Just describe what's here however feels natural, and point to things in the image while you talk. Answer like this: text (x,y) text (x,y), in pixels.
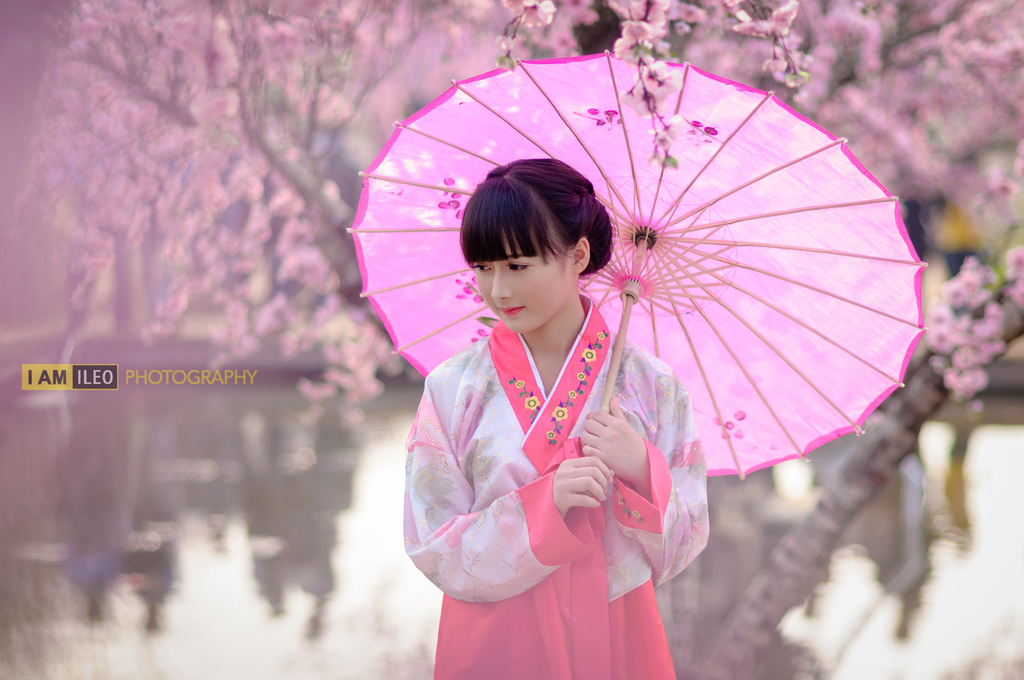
In this picture I can see there is a woman (555,298) standing and she is wearing a white and pink color dress (503,498) and she is looking at left side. She is holding a pink color umbrella (658,244) and in the backdrop (124,551) there is a lake (180,491) and there is a tree (878,474) in the backdrop (374,316). There is a watermark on the photograph.
